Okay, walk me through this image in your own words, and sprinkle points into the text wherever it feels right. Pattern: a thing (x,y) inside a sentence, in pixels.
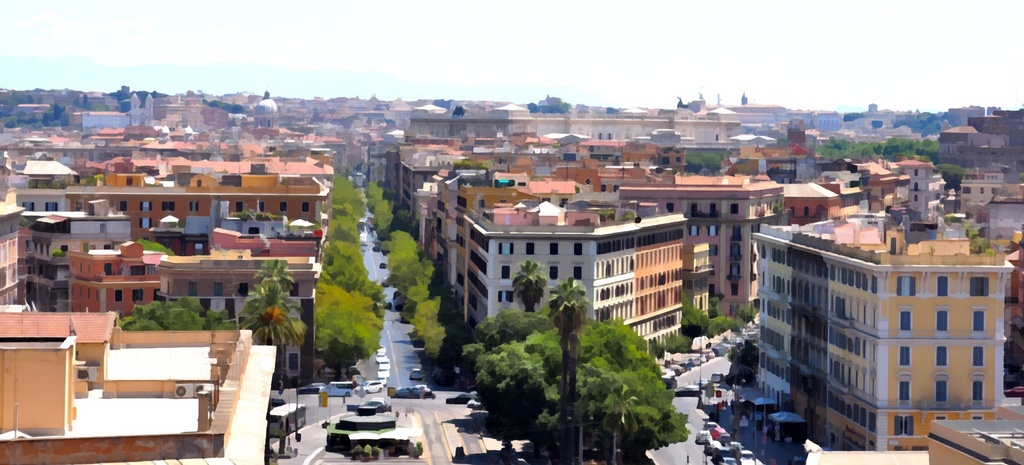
In this image we can see a city (308,166). In this city (152,163) there are sky (542,65) with clouds (694,50), buildings (491,169), trees (286,270), air conditioners (195,389), pipelines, poles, advertisement boards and motor vehicles (285,410) on the road (395,313).
